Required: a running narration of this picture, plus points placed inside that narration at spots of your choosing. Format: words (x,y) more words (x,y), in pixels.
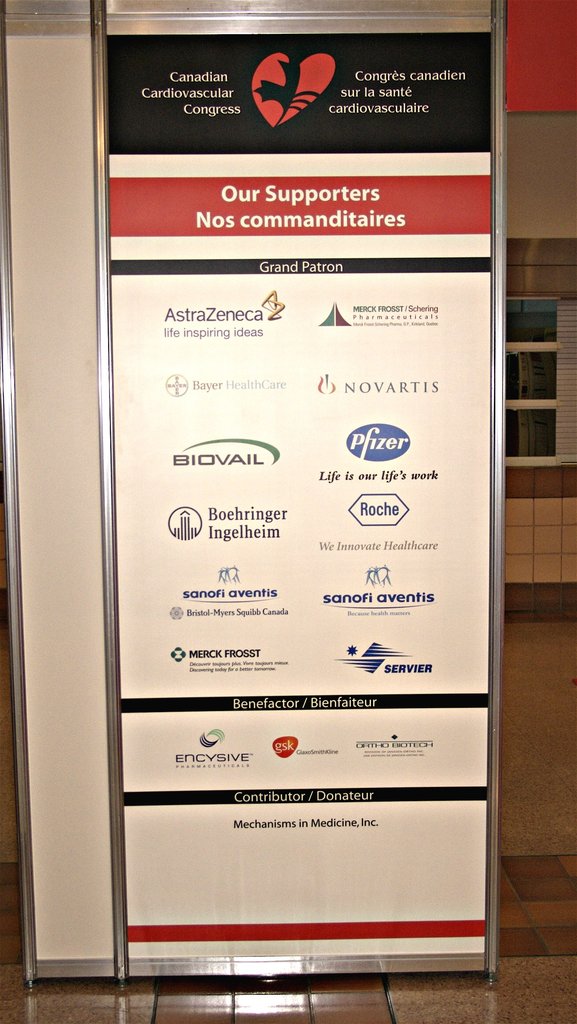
We can see board (178,493) on the floor (510,834). In the background (551,184) we can see wall (562,239) and glass (538,433).
